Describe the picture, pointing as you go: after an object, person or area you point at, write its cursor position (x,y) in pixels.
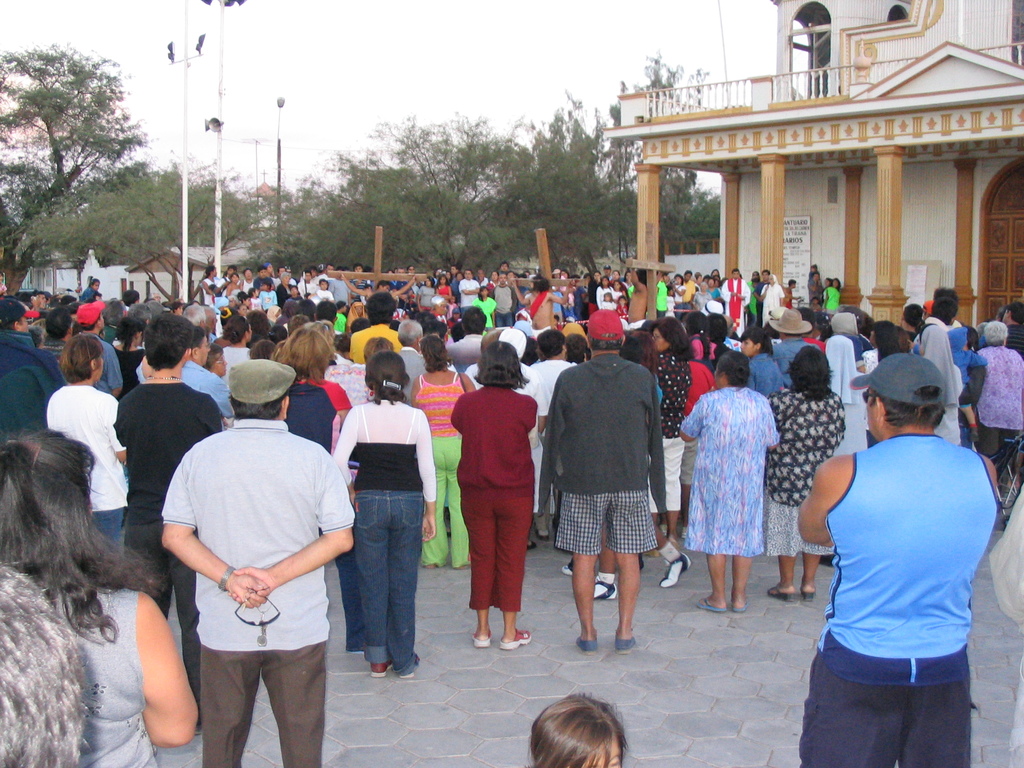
In the image there is a building (792,165) and outside the building (750,141) some event is going on, there are three people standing in front of the cross (529,285) and there is a huge crowd (332,306) around them, in the background (401,229) there are many trees (449,213) and three pole lights (185,209).
